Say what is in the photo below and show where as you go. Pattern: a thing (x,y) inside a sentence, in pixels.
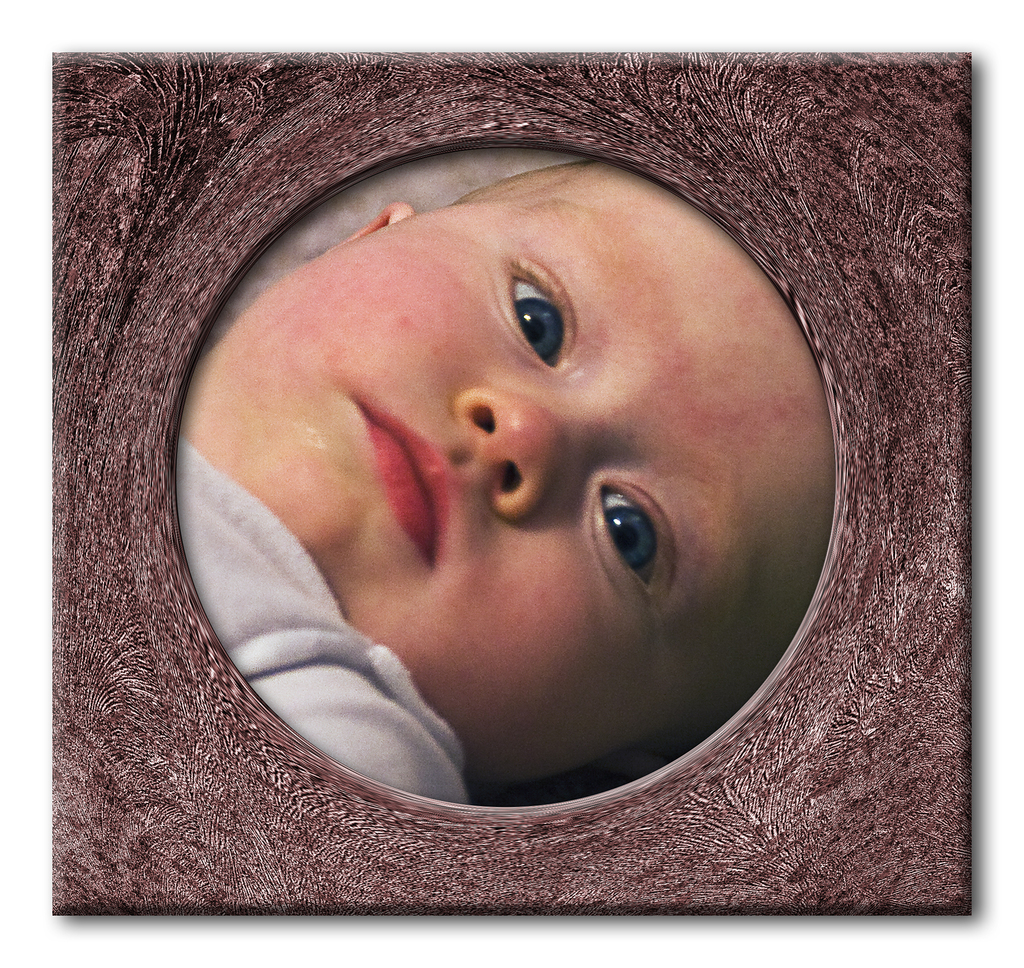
As we can see in the image there is a child (470,475) wearing white color dress (339,681).
